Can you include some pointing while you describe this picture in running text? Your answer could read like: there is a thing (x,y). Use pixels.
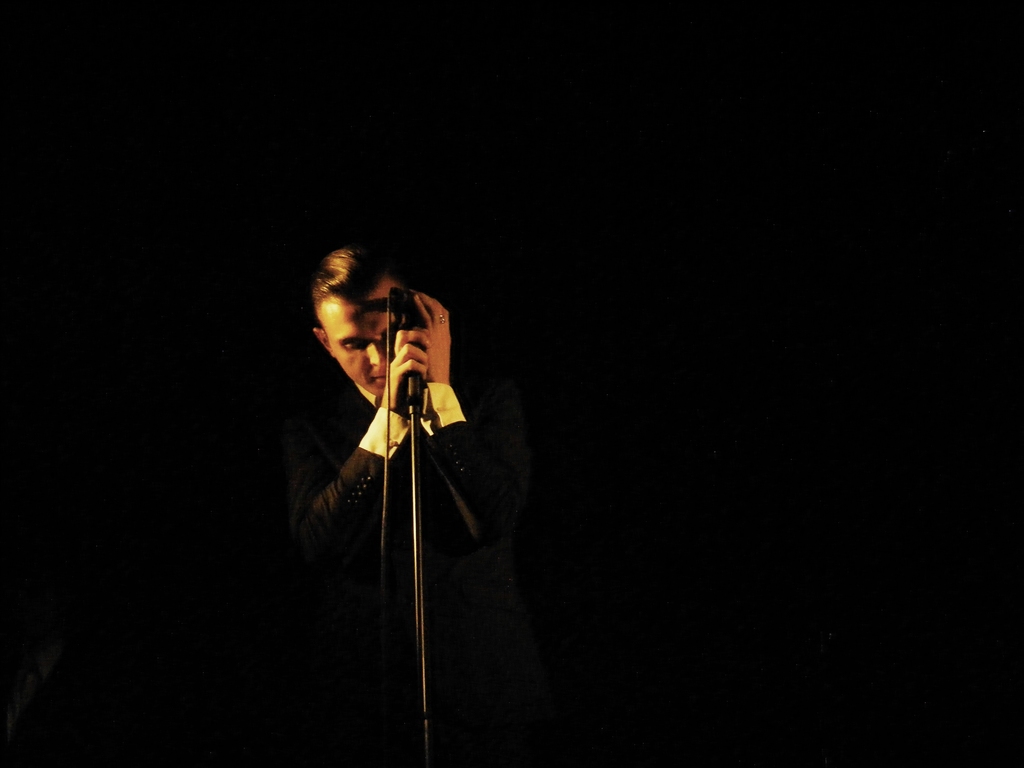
In this image, we can see a man (422,728) standing and he is holding a microphone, there is a dark background (312,344).
